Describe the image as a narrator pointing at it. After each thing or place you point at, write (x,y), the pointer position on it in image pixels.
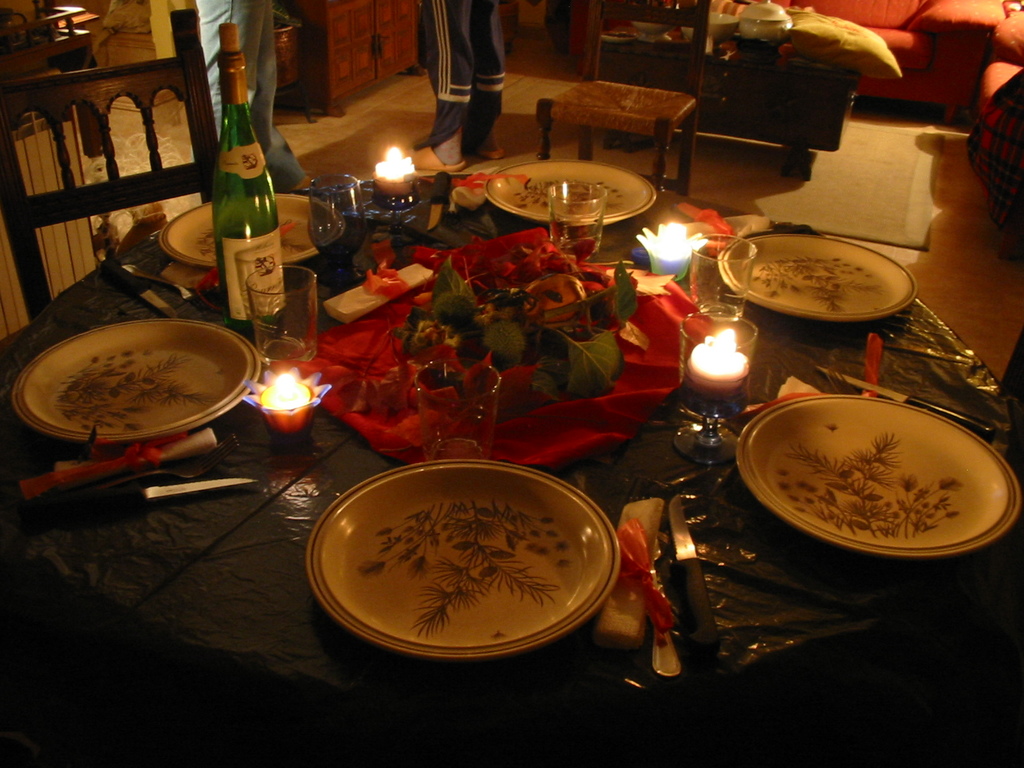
On the background (440,29) we can see partial part of persons (431,33) standing, sofas (895,27) with cushions (879,64), Table (784,99). floor (947,266) and a floor carpet (883,190). Here on the table (353,380) we can see candle lights (699,378), bottle (261,224), plates (140,351), knives (696,616), spoons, forks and leaves (540,379). Near to the table (479,314) we can see chairs (8,144).
